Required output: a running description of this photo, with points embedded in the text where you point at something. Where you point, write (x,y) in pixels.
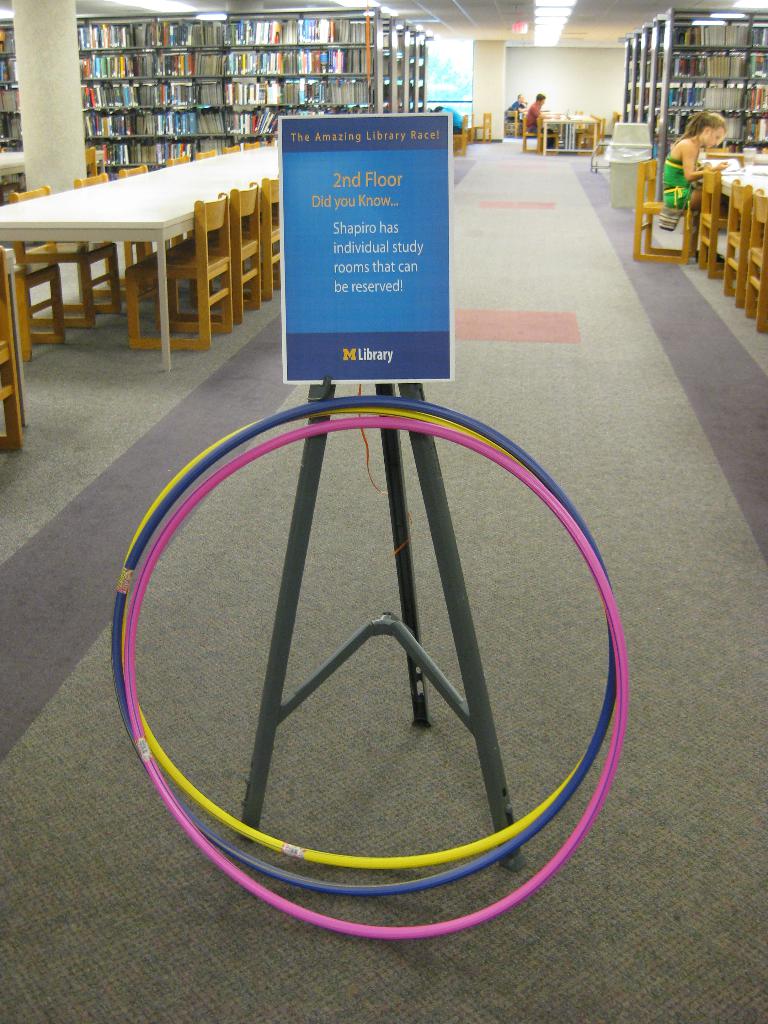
In this image we can see few books (297,87) on the racks (413,95), there are few chairs (273,216), tables (194,181) and few people (669,180) sitting on the chairs (651,228), there is a pillar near the table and lights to the ceiling (530,15) and a board (363,376) with text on the stand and there are rings (440,420) in front of the stand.
